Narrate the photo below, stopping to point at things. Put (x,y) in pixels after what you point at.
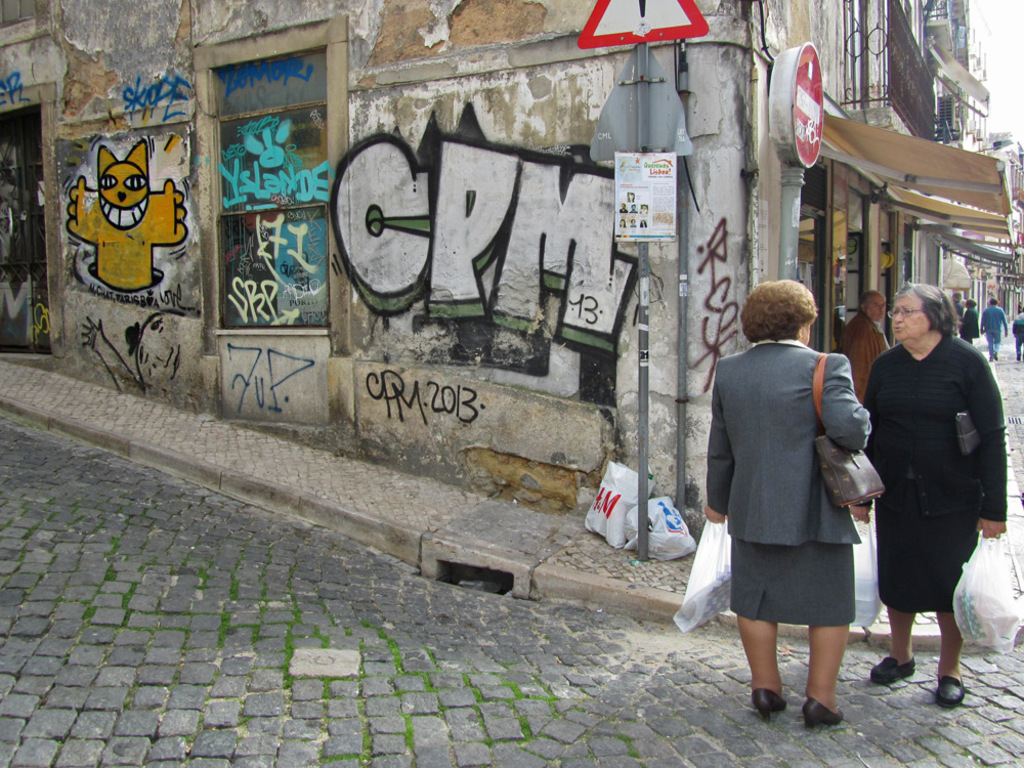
In this image, there are a few people (903,520). Among them, some people (812,563) are holding some objects (1008,607). We can see the ground (388,582) with some objects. We can see the wall (441,317) with some art (470,261). We can see some poles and signboards (639,24). We can also see a poster (666,166) with some images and text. There are a few buildings (675,343). We can see the sky (1003,70).
